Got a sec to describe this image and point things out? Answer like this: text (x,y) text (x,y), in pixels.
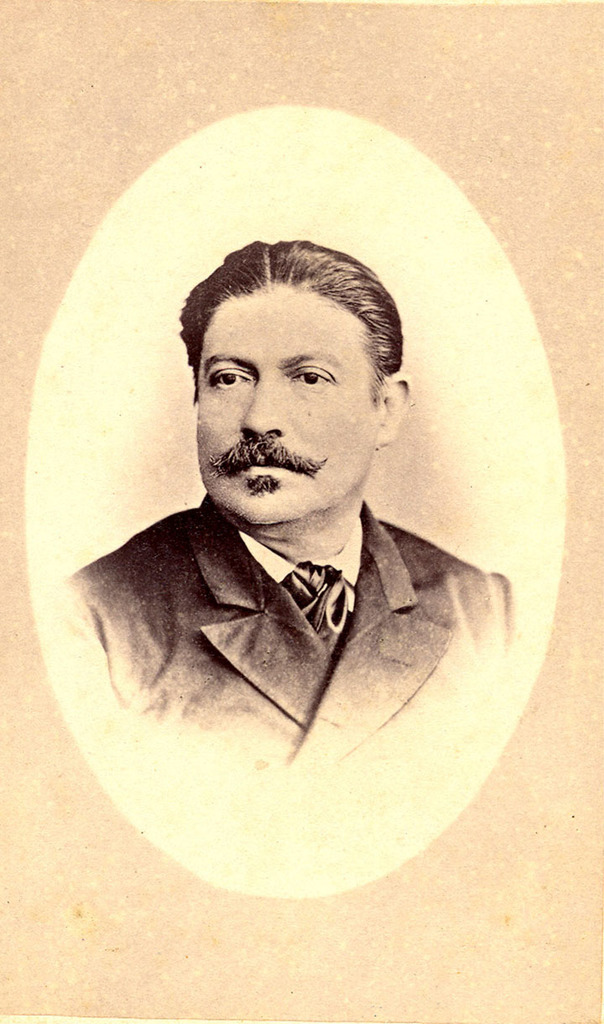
In this picture there is a gentleman (215,454) in the image.
